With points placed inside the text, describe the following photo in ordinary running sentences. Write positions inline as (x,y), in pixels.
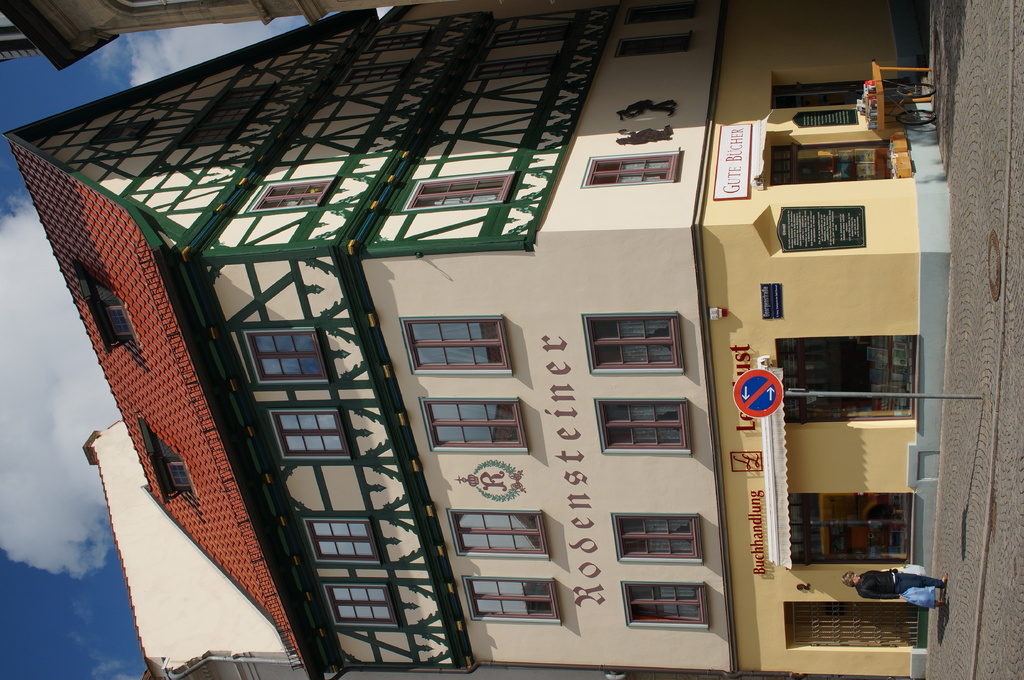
In this picture we can see a person (901,588) holding bags (912,596), standing on the road (959,581), pole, sign board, table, buildings (609,521), windows (681,536), some objects (760,363) and in the background (31,509) we can see the sky (31,481).
